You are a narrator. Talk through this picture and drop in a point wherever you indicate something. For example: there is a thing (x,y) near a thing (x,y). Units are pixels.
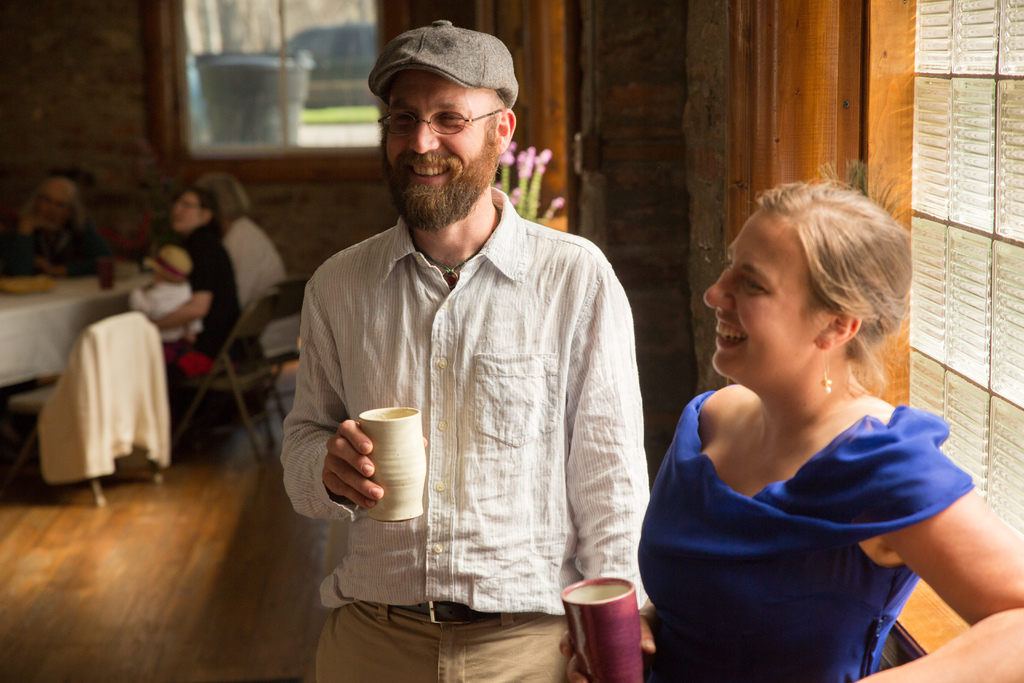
In this image I can see a man (354,351) and a woman (718,330) are standing. I can also see smile on their faces (754,347) and both of them are holding glasses (641,664). I can see he is wearing a specs (405,116) and a cap (440,73). In the background (124,406) I can see few chairs (133,442) and few more people (62,179). Here I can see a plant (532,205).
